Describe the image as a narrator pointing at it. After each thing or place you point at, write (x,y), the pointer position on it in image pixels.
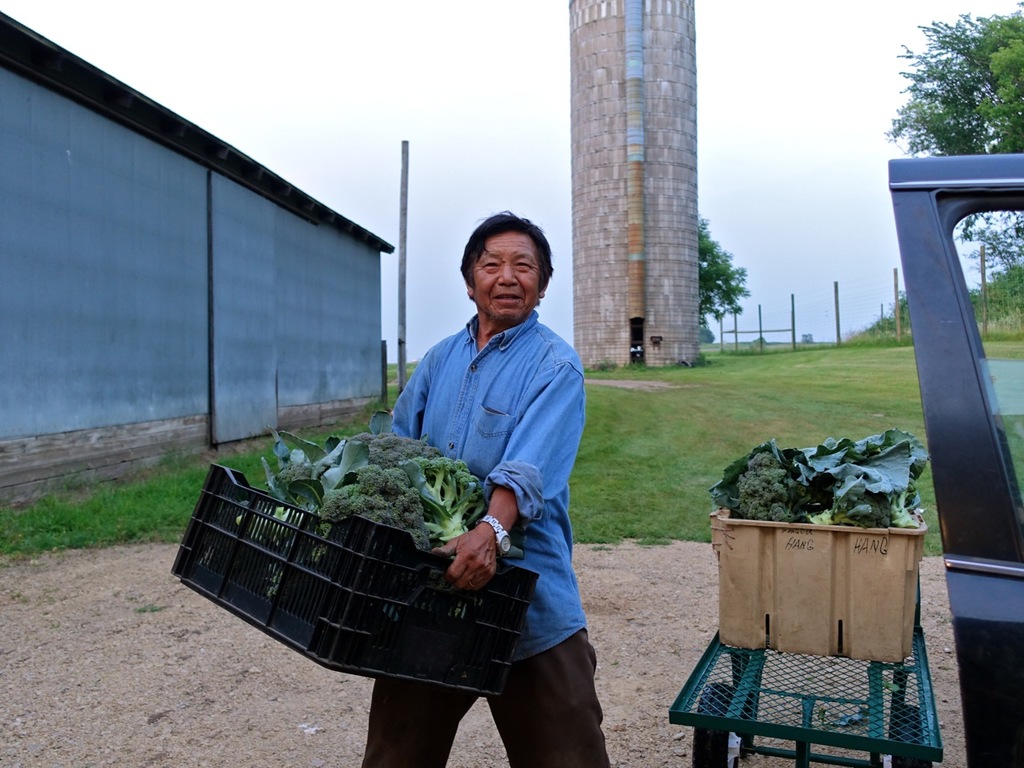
In this image I can see a person (484,471) is holding basket (395,603) and I can see something in it. Back I can see a house (106,276), tower (664,82) and another basket (898,635) on the table (818,734). The sky (759,164) is in white and blue color.
